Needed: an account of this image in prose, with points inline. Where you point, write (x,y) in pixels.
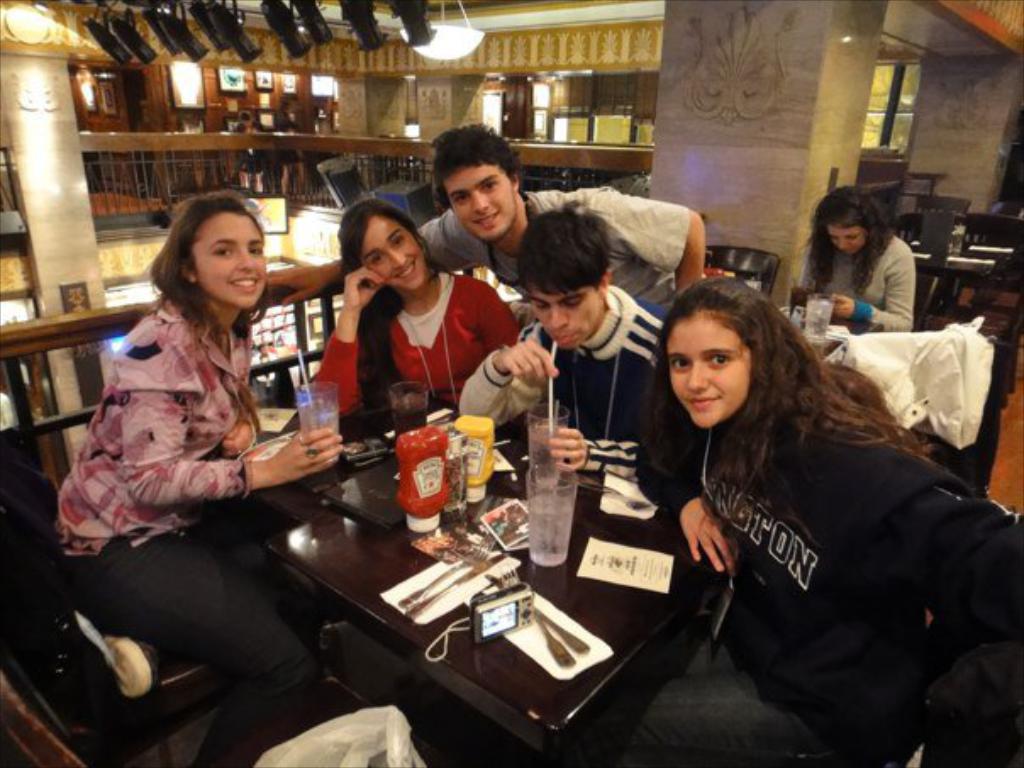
In this image, group of people (130,480) are there and they are smiling. Few are sat on the chairs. And the middle person (489,262), a person (506,252) is standing. And the bottom of the image (516,637), we can see table (496,664), few items (608,562) are placed on it and cover (336,742). And background (796,147), we can see pillar (792,167), light (441,55), wall (218,107), photo frames (259,84).
